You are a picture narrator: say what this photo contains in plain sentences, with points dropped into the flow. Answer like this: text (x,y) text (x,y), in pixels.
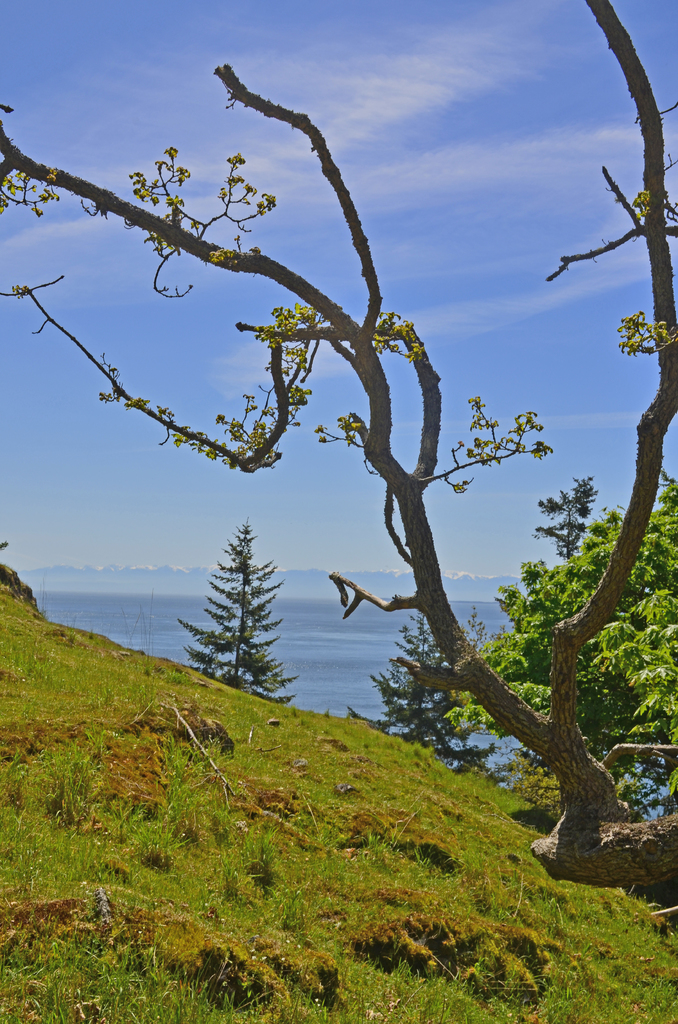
In this image there is grass (304,819) on the hill (330,840). To the right (528,614) there are trees (457,655). In the background (313,622) there is the water (303,610). At the top (400,124) there is the sky (325,122).
